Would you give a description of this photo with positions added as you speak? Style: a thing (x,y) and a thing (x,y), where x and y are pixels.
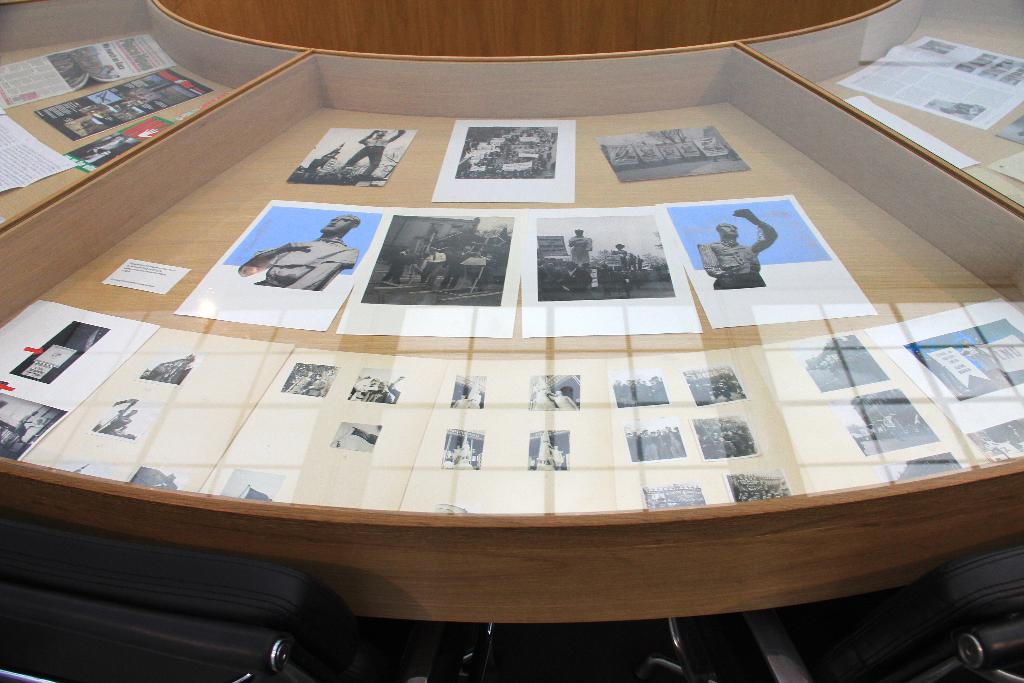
In the image we can see wooden display cabinet (379,203), in it we can see the posters (27,164).
